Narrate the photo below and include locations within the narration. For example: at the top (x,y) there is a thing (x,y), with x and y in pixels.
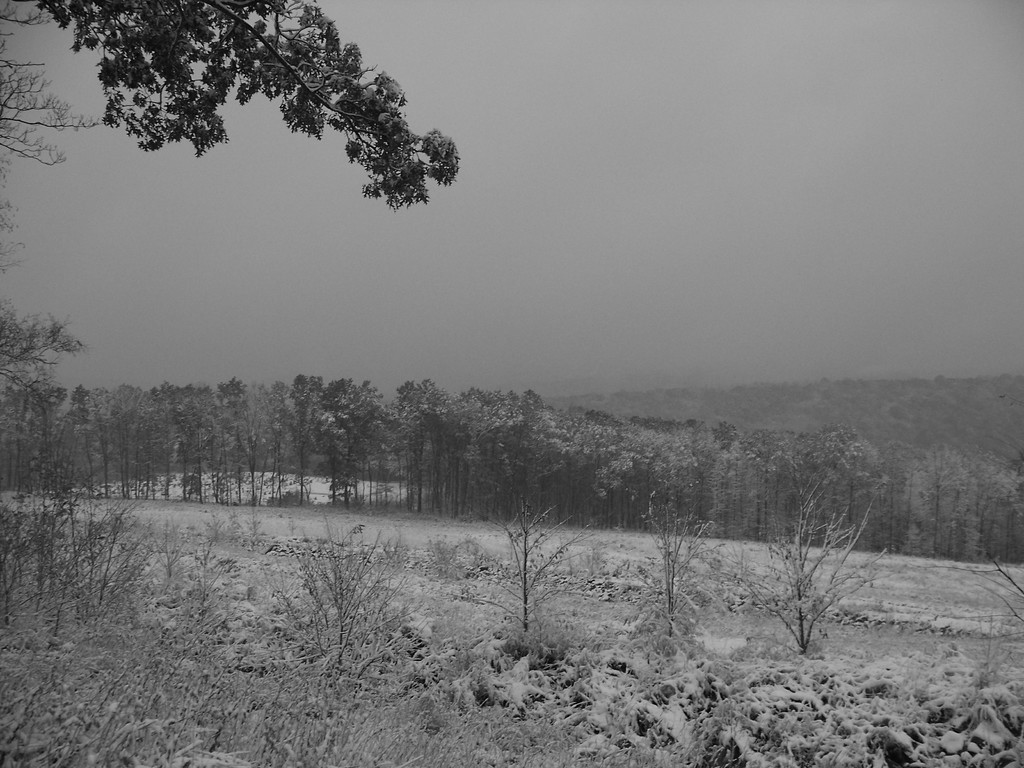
It is the black and white image in which there are so many trees (483,481) in the middle (398,485). At the top (604,173) there is sky (591,161). On the left side (174,49) top there are dark leaves (306,101).
